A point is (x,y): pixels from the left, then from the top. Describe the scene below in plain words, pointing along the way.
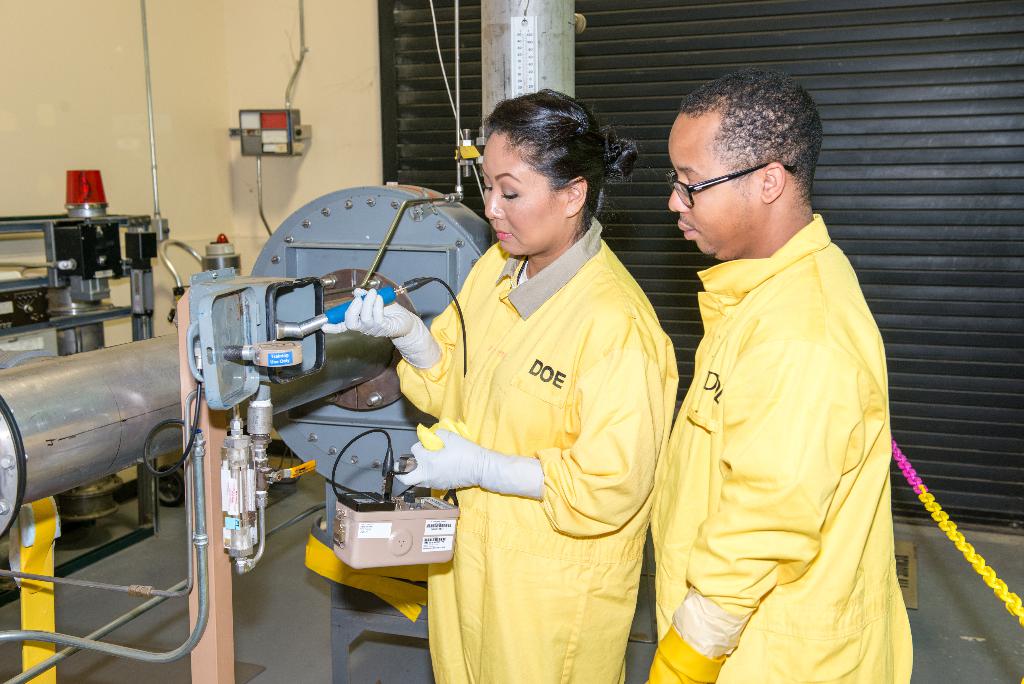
In this image, I can see there are two people (792,98) standing and operating some machine (148,431) and at the back (878,231) there is the shutter (960,173).
